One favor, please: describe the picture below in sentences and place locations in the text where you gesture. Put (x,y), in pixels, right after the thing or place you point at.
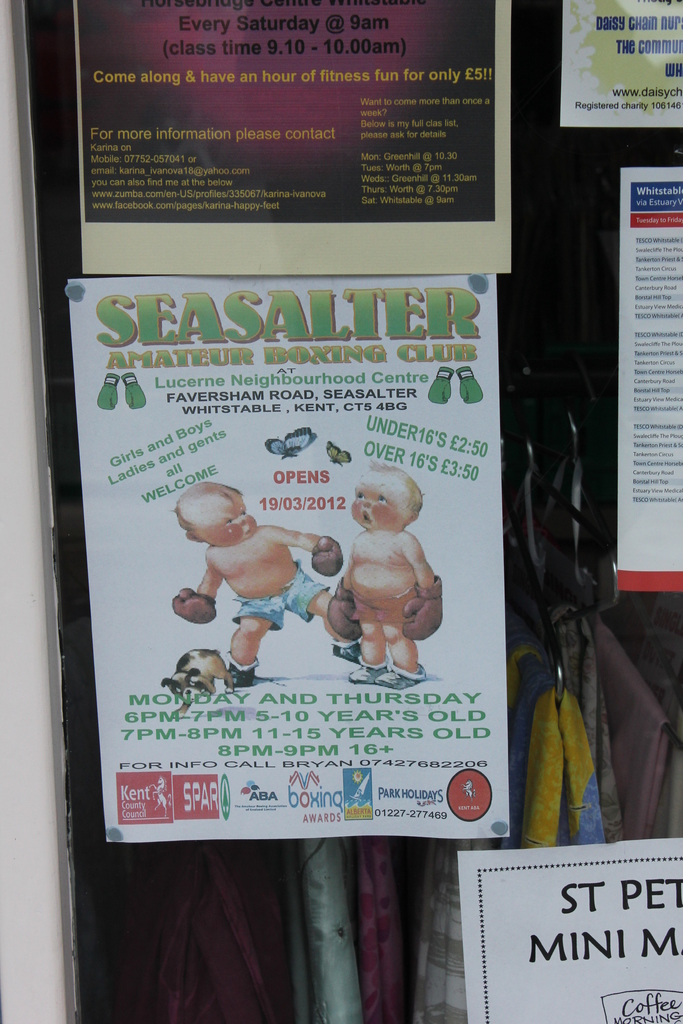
In this picture, we see a glass door (285,864) on which many posters (313,305) with text (146,767) written on it, are pasted on the glass door (278,983). Behind that, we see clothes (586,780) hanged to the hangers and beside the door (100,820), we see a white wall (37,853).
